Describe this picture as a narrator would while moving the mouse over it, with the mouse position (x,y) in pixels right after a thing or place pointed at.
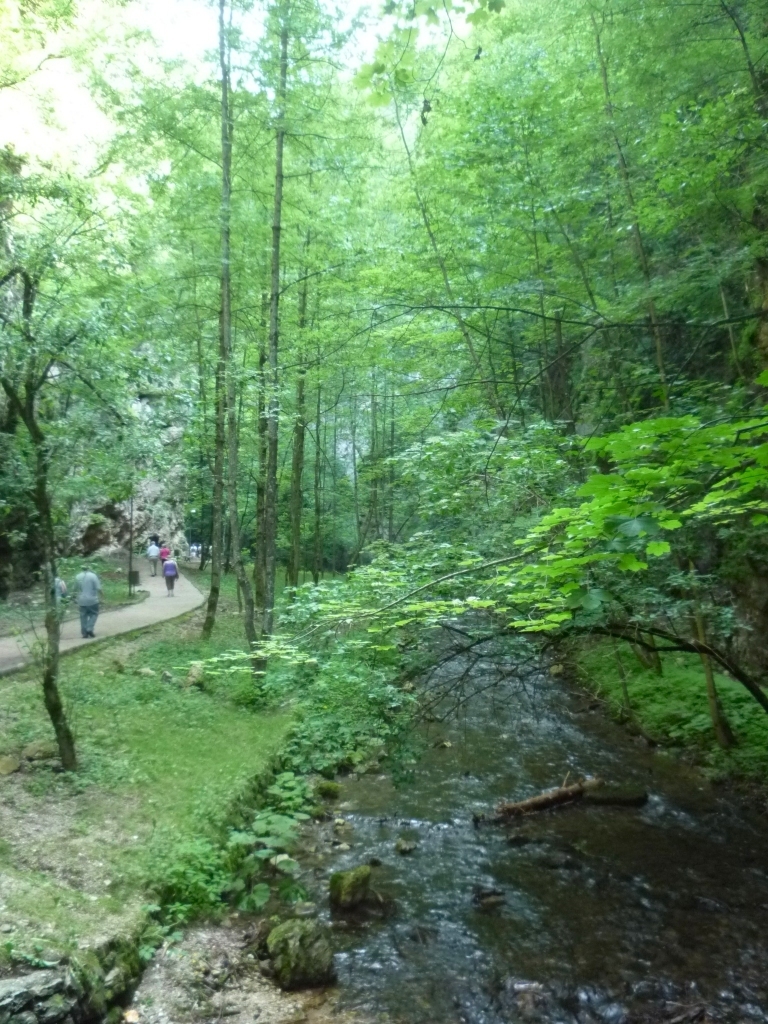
In this picture we can see a wooden object (523,808) in the water (473,822). There are a few bushes (229,854) visible on the ground (186,737). We can see some people (166,559) on the path (160,584). There are a few trees (362,299) visible in the background (580,501).
